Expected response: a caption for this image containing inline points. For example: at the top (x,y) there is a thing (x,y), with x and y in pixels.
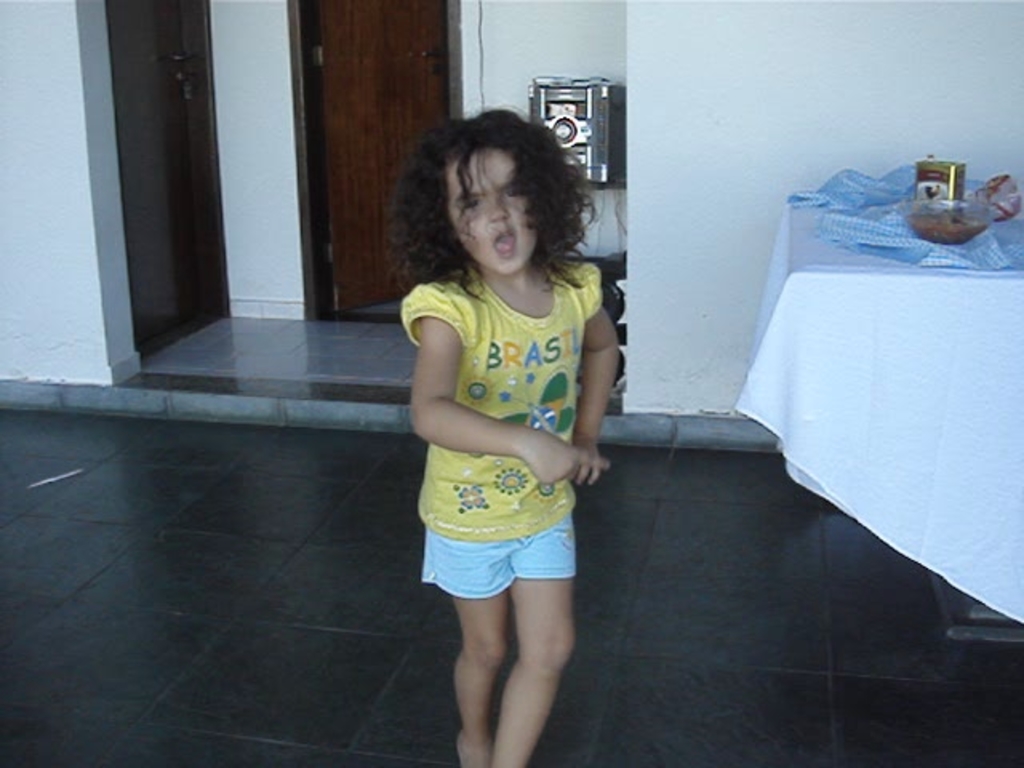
In the middle of the image (505,404) we can see a girl (525,376), beside her we can see a bowl (951,204) and other things (888,202) on the table (866,277), in the background (567,141) we can see a music system (596,153).
